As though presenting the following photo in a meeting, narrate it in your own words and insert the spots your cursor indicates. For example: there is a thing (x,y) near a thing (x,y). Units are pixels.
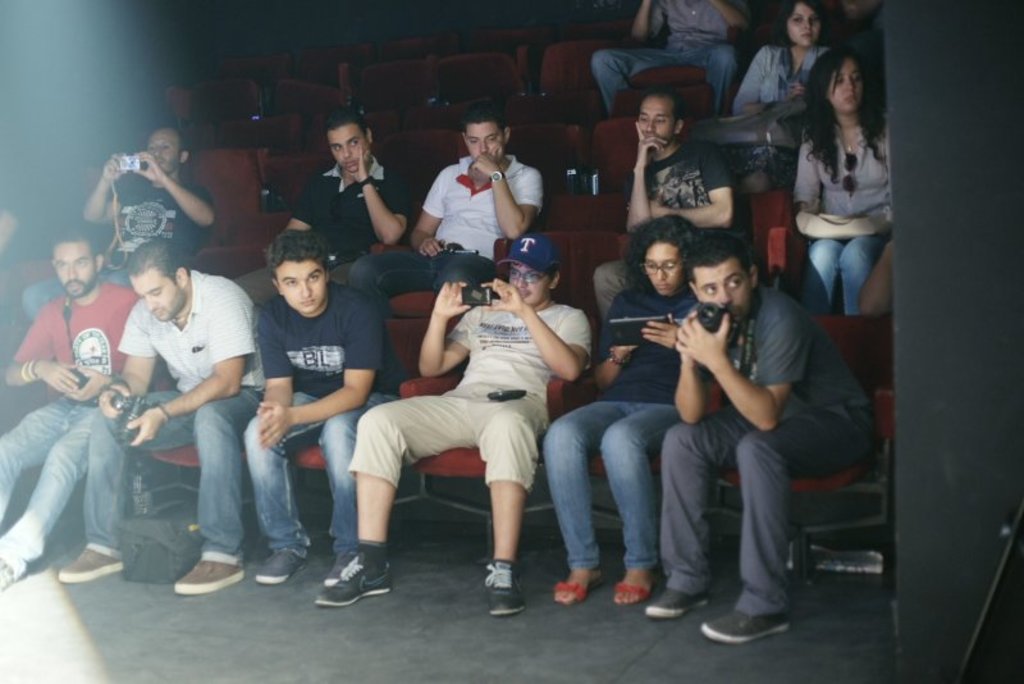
In this image there are persons (190,267) sitting and there are empty seats (499,101) and there are persons (172,351) holding objects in their hands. On the right side (962,329) there are objects (972,557) which are black in colour.
